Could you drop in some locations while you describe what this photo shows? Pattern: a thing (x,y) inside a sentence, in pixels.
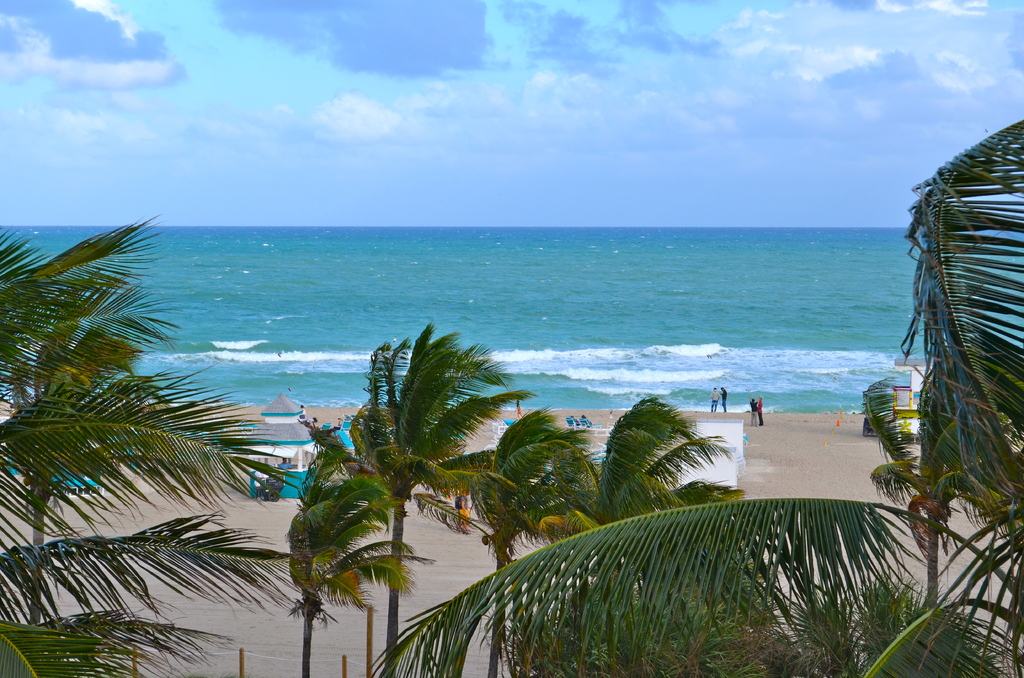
As we can see in the image there are trees (974,455), buildings (284,425), few people (713,401) here and there, water (469,309), sky (312,85) and clouds (740,93).
